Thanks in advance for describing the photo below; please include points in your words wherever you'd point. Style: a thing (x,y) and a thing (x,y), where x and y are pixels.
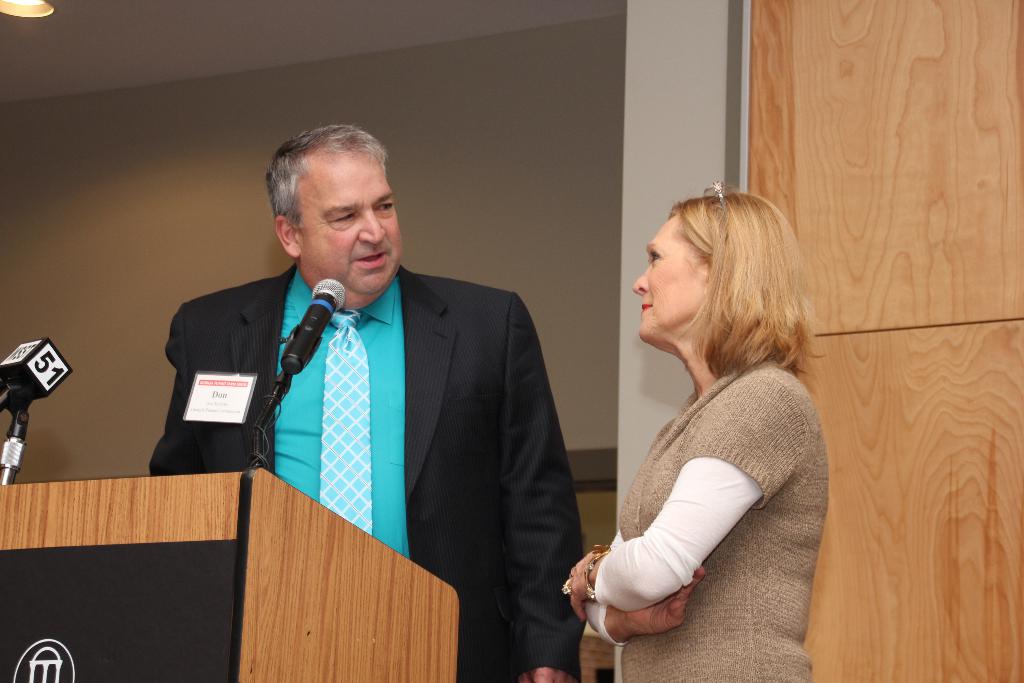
On the left side (125,510), there is a wooden stand (278,534), on which there are two microphones (40,364) arranged. Behind this wooden stand (275,551), there is a person (357,176) in a suit (473,382), standing and speaking. On the right side (805,542), there is a woman (755,375) standing. In the background (12,6), there is a light (51,8) attached to the roof (51,0) and there is a wall (490,181).
